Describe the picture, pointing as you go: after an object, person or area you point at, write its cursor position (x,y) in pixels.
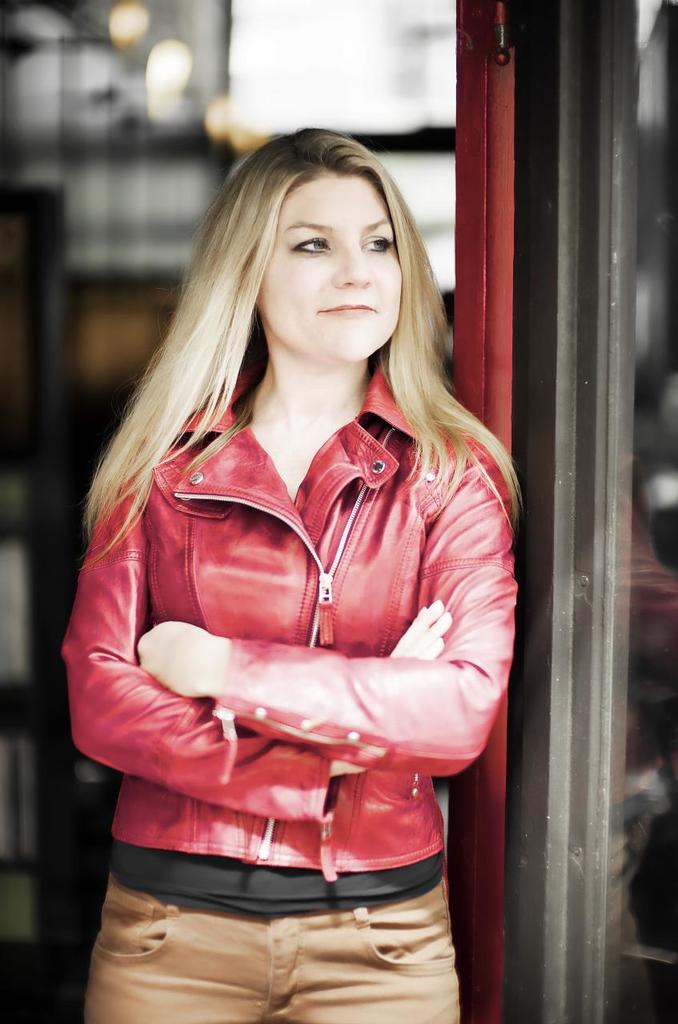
In the picture there is a woman (305,479), she is wearing red jacket (271,479) and standing beside a door (476,299) and the background of the woman (109,1022) is blur.
